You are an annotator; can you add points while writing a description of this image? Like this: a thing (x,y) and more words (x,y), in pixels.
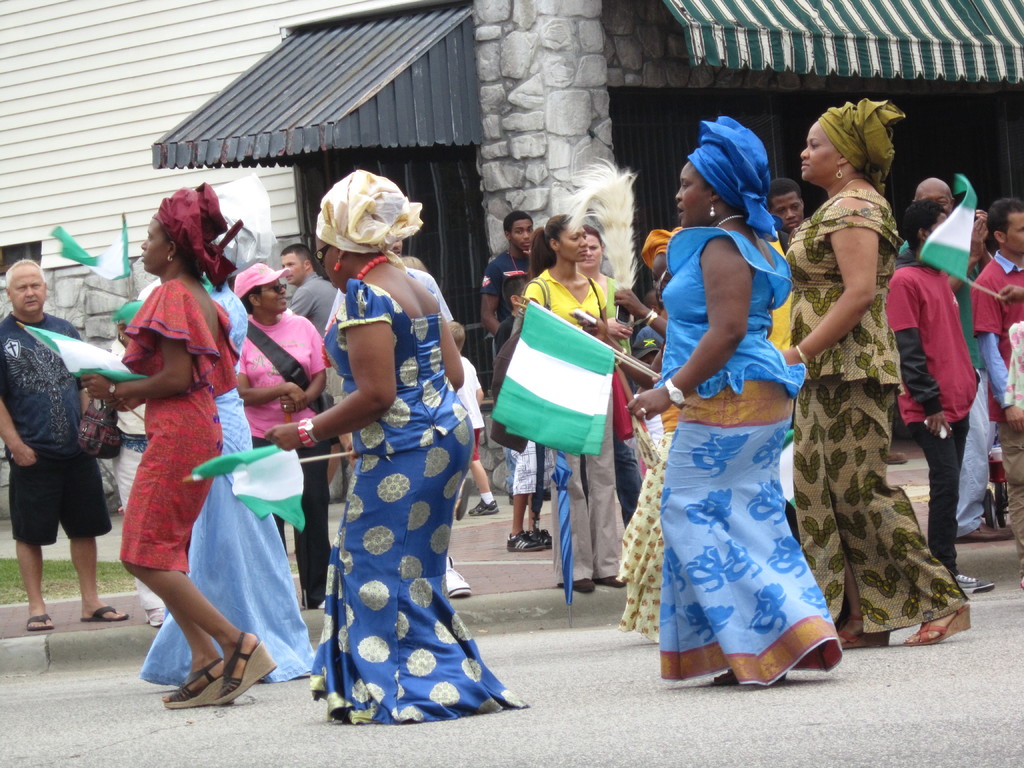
In this picture there is a group of women (698,255) walking on the street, holding a green and white flags (539,388) in the hand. Behind there is a house (530,84) with green color canopy shed (699,64) and a door (457,194).
